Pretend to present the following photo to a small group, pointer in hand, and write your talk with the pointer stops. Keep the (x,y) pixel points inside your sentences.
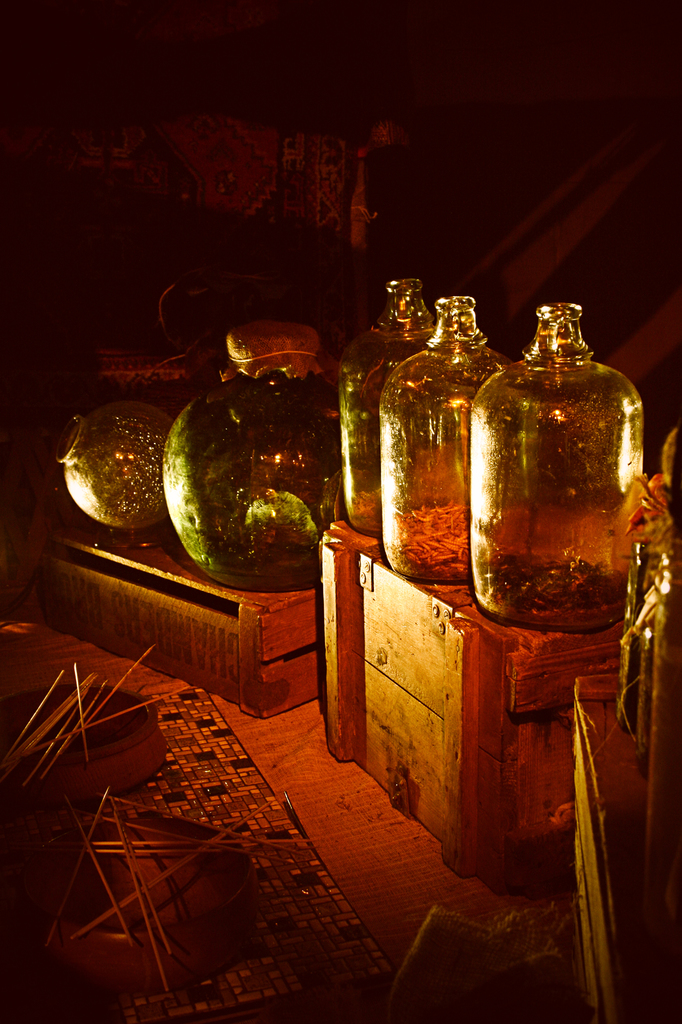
There are three bottles (401,486) and these are the pots (203,433). Here we can see bowls (102,759) and chopsticks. And this is floor (406,882).
